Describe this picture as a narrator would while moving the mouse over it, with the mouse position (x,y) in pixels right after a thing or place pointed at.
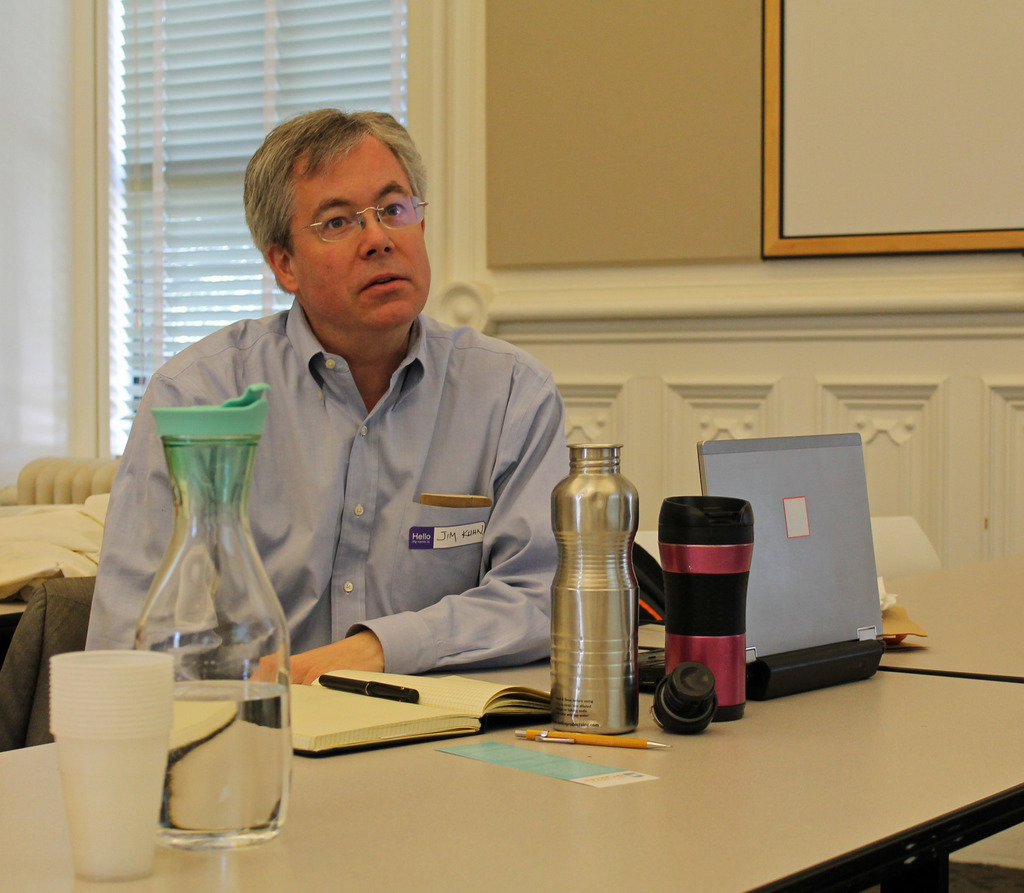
In this image, a human (389,504) is wearing a shirt (420,435) and glasses (412,213). In-front of him, there is a white color table (681,779) so many items (112,762) are placed. On right side (771,387), we can see board (854,179), cream and white color wall (671,318). Back side, there is a glass window (181,310) and shade (134,403). So many chairs (48,581) and clothes (48,605) are placed at the back side (26,625).
